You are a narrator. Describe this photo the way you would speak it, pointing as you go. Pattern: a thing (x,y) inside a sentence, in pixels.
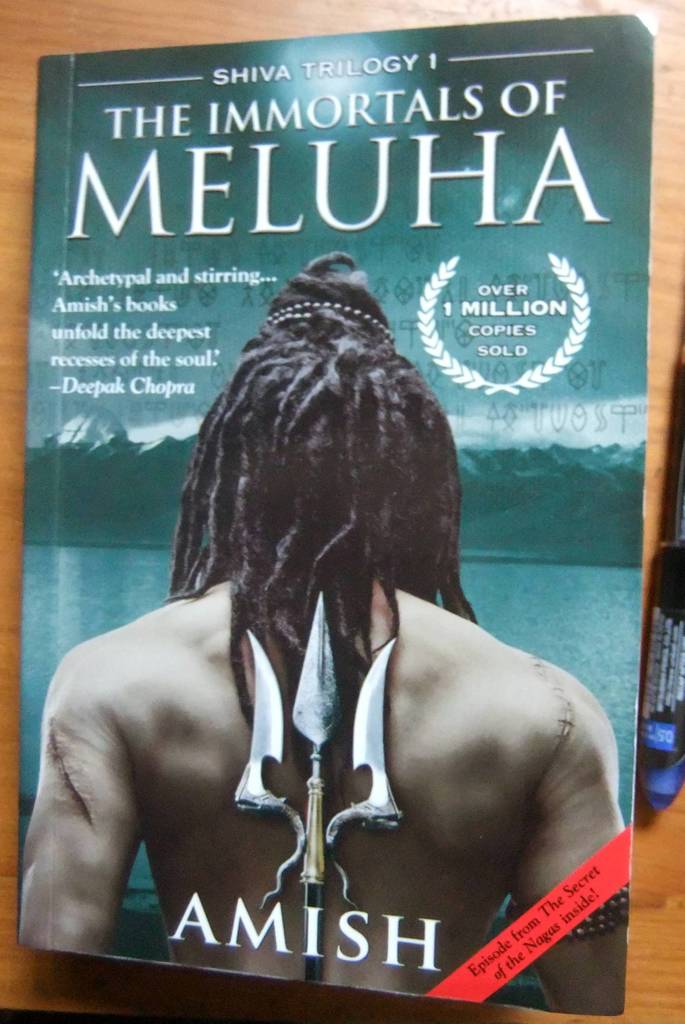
In this image we can see a book (326,586), a pen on the wooden surface (676,813), on the book (341,233) we can see the text (266,192), an image (313,450) of a person (313,450), and an object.
